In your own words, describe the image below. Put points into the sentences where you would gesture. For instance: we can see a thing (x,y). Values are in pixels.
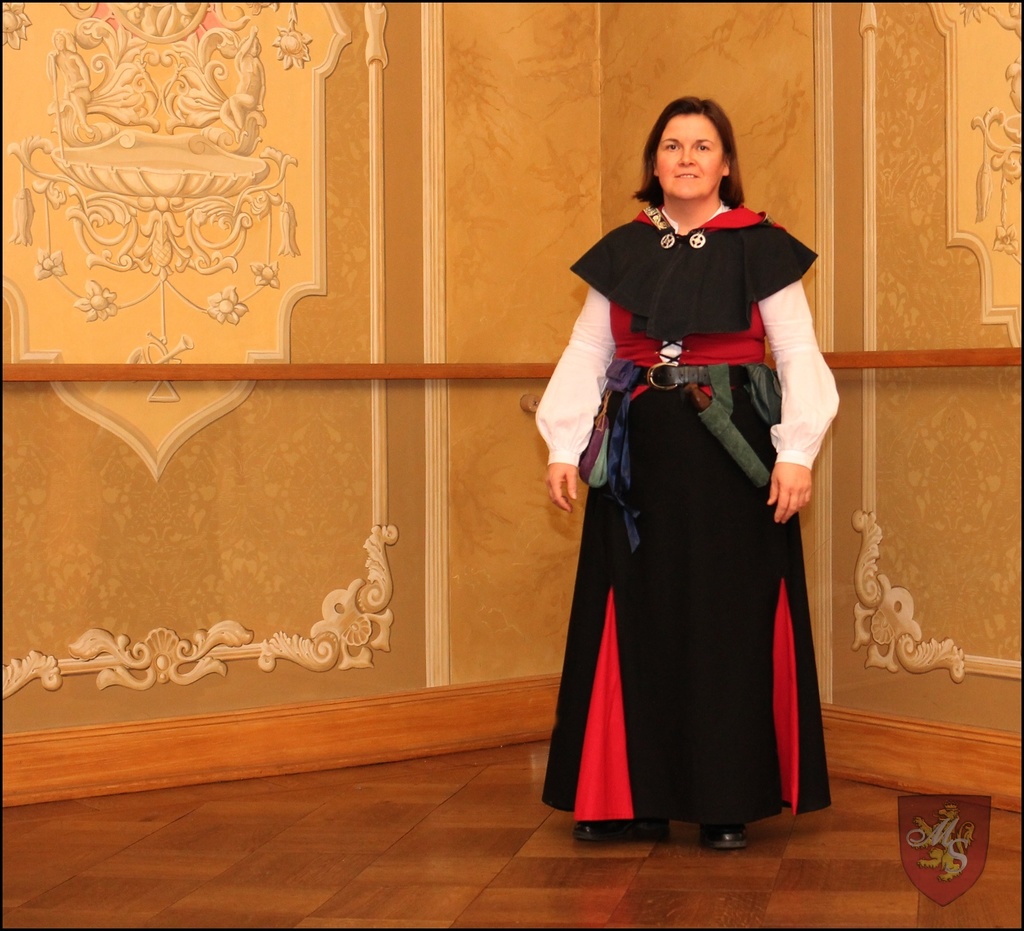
In this picture we can see a woman (573,639) standing on the floor (743,901) and smiling and in the background (159,448) we can see wall (617,38).
